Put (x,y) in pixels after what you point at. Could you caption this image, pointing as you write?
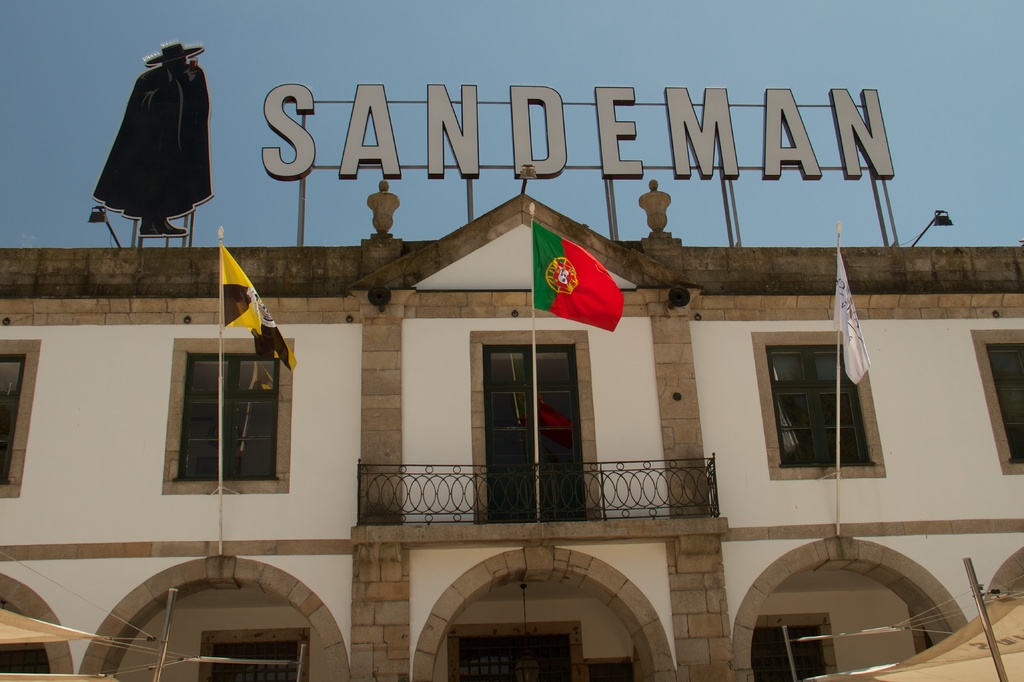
In this image we can see a building (819,484) with metal railing (706,501), flags (233,303) on poles (221,299), windows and a sign board (798,126) with text (846,139) and a statue (183,134). In the background (635,203), we can see the sky (601,203).
